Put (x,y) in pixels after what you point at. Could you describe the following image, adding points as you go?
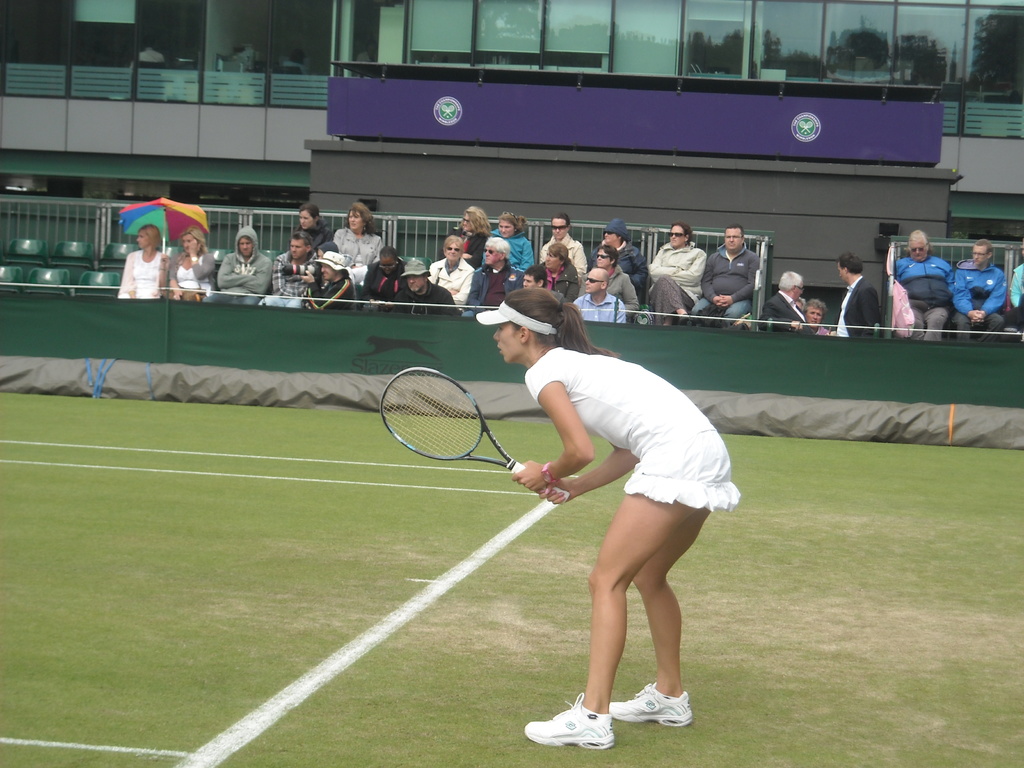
in the center (608,476) we can see one woman (599,480) standing and holding racket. In the background (588,132) there is a wall (326,184), glass (287,60) and group of persons (524,272) were sitting on the chair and one person (153,231) holding umbrella (192,226).
